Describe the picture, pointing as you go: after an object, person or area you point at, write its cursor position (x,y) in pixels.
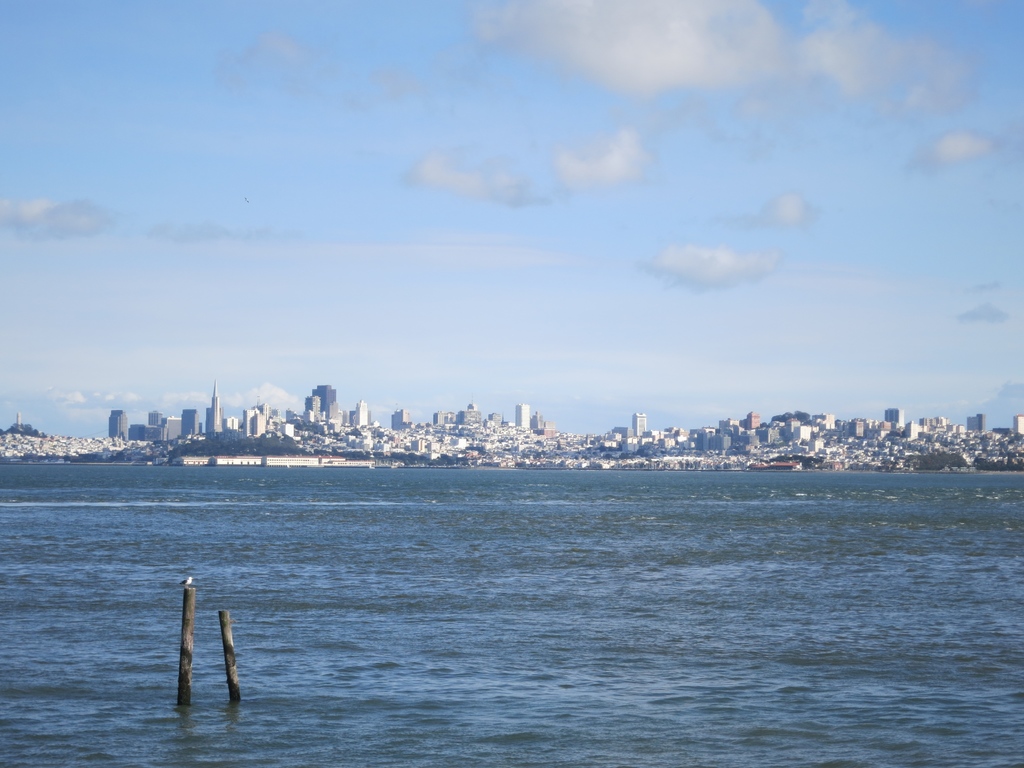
In this picture I can see the water (319,537) and in front (193,602) and I see 2 wooden poles (190,635). In the background (172,423) I can see number of buildings (908,451) and I can see the sky (397,206).
